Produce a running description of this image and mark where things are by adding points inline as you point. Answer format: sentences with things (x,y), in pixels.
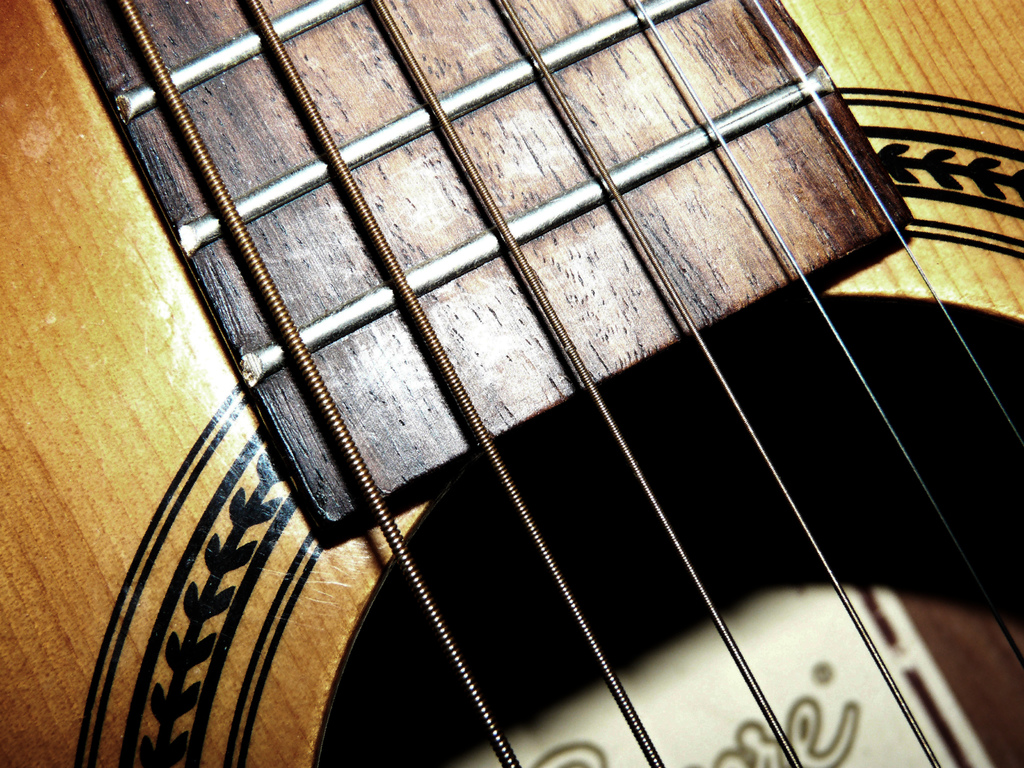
This is a musical instrument (571,440) which has multiple strings (422,593).
